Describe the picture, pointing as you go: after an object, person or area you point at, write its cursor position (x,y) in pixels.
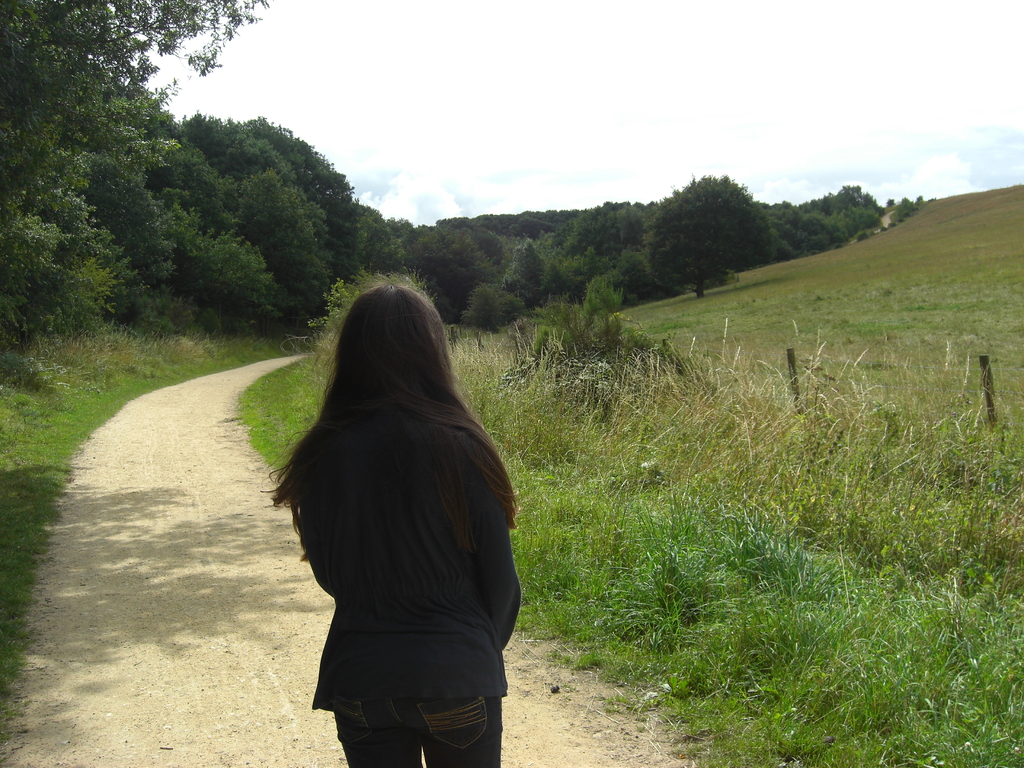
In this picture we can see a woman (346,659) standing on the ground (274,712), trees (236,318), grass (953,204) and in the background (863,151) we can see the sky (742,106) with clouds (796,157).
